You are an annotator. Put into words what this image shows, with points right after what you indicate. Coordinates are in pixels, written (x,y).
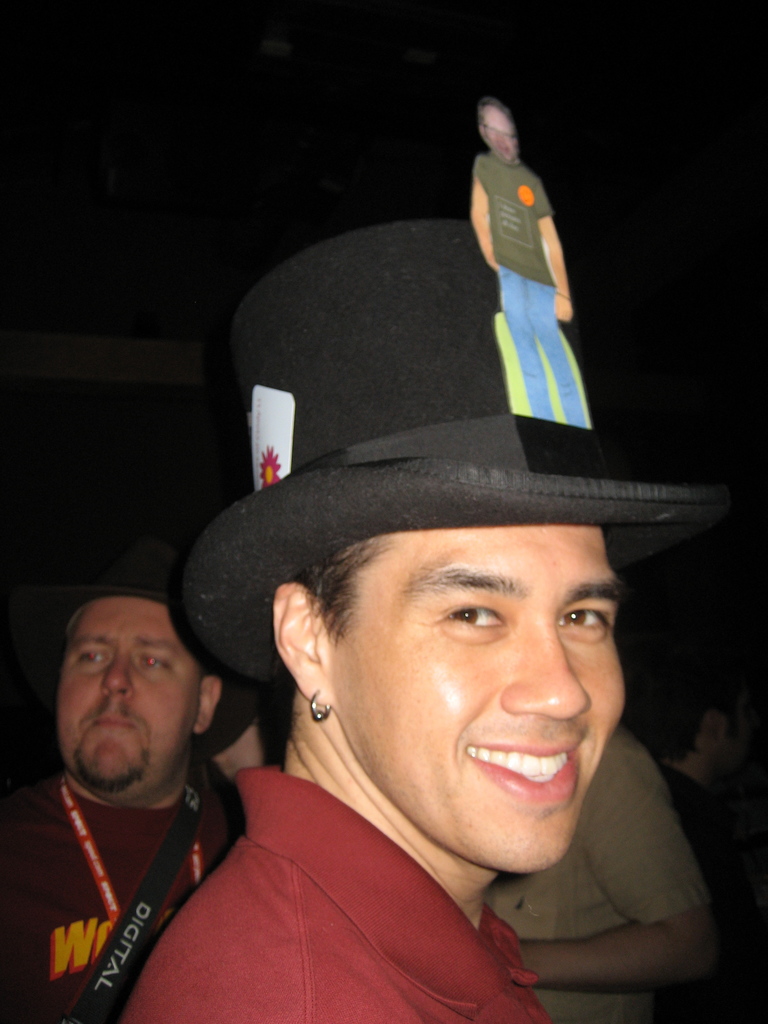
In this image there is a person (385,686) wearing a hat (490,477) is having a smile (549,748) on his face (405,591), behind him there are two other people (172,683).
